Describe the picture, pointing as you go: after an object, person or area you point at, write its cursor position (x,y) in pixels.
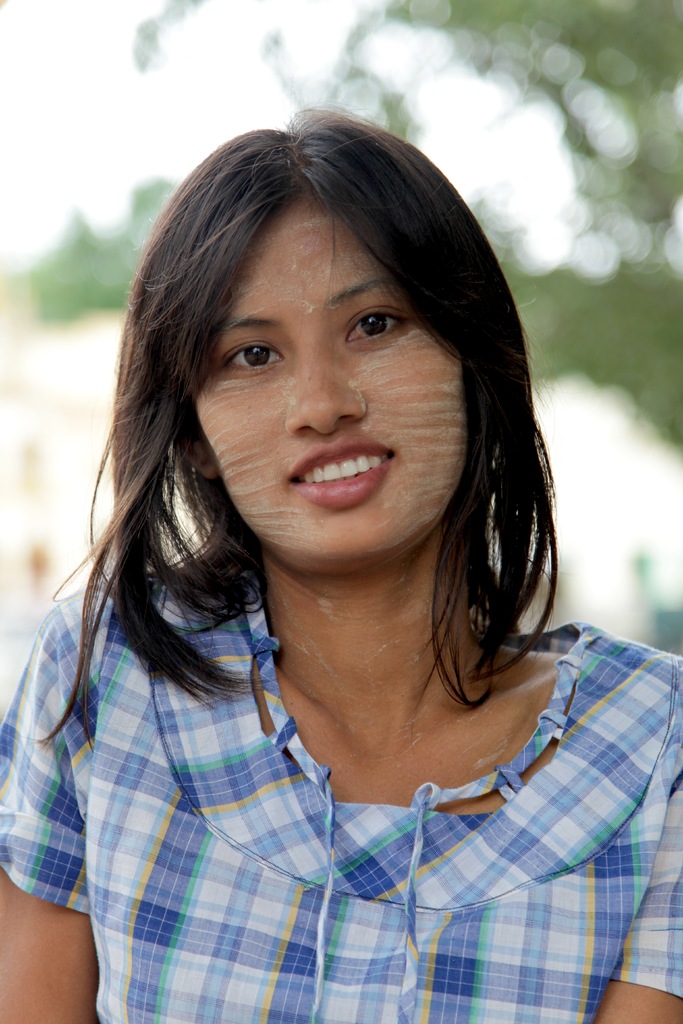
In this image I can see the person (289,567) with the dress (269,803) and I can see the blurred background (563,331).
